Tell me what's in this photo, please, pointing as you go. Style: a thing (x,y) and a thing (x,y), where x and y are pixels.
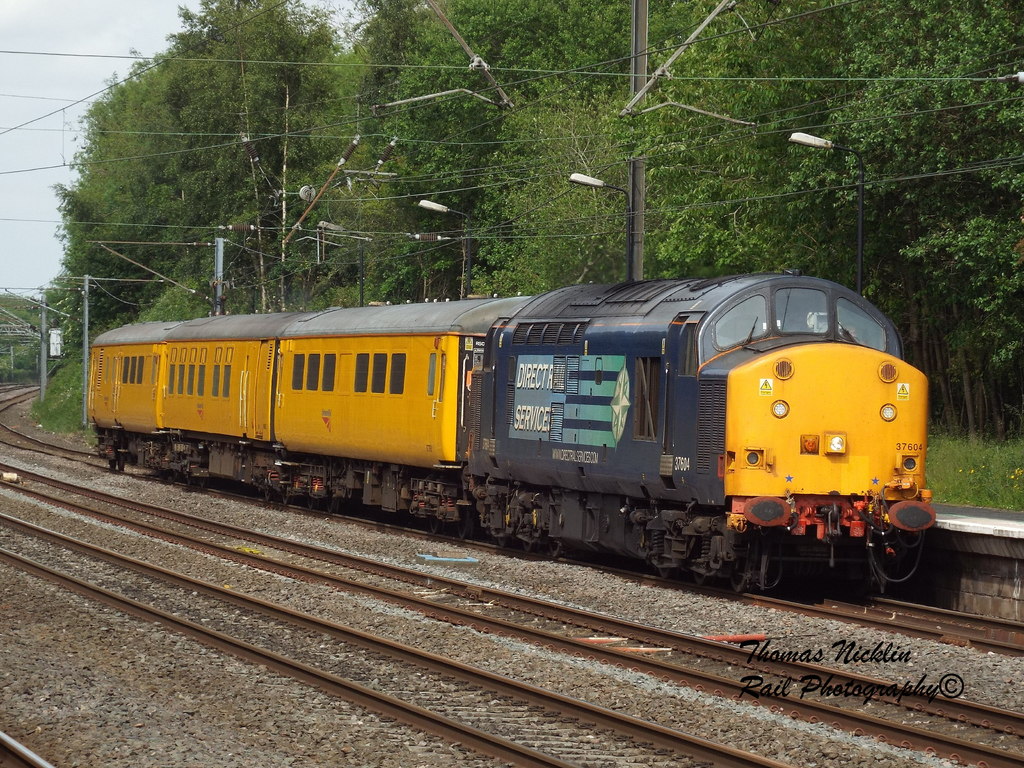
In this picture we can see a train (772,570) on a railway track (551,557), poles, trees (691,245) and in the background (74,116) we can see the sky (96,85).
